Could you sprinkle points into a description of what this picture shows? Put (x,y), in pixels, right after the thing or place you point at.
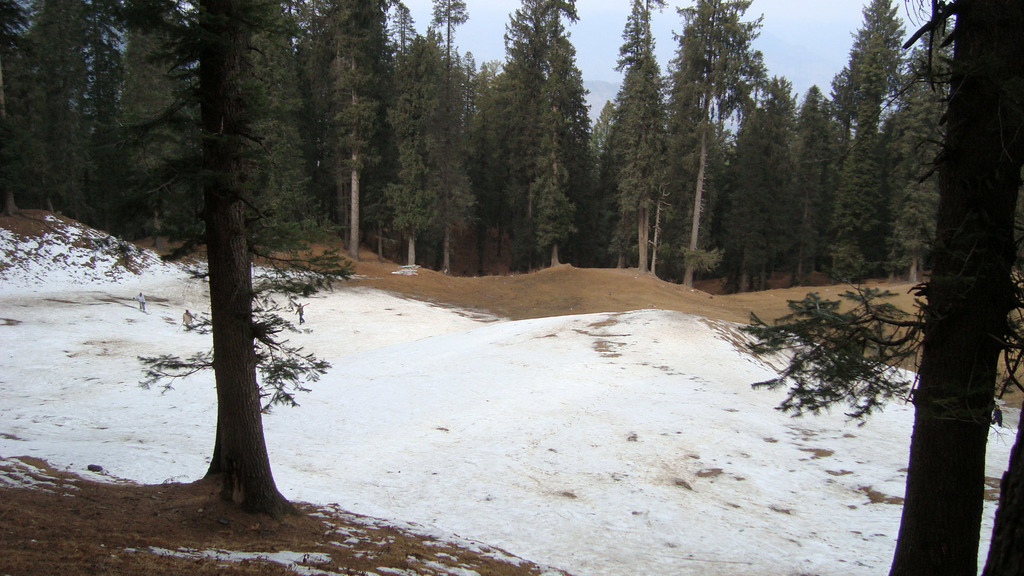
In this picture there are trees (519,116). On the left side of the image (186,304) there are group of people (302,309) standing on the snow (401,346). At the top (505,29) there is sky (470,24). At the bottom (467,386) there is snow (497,359) and mud (590,268).
